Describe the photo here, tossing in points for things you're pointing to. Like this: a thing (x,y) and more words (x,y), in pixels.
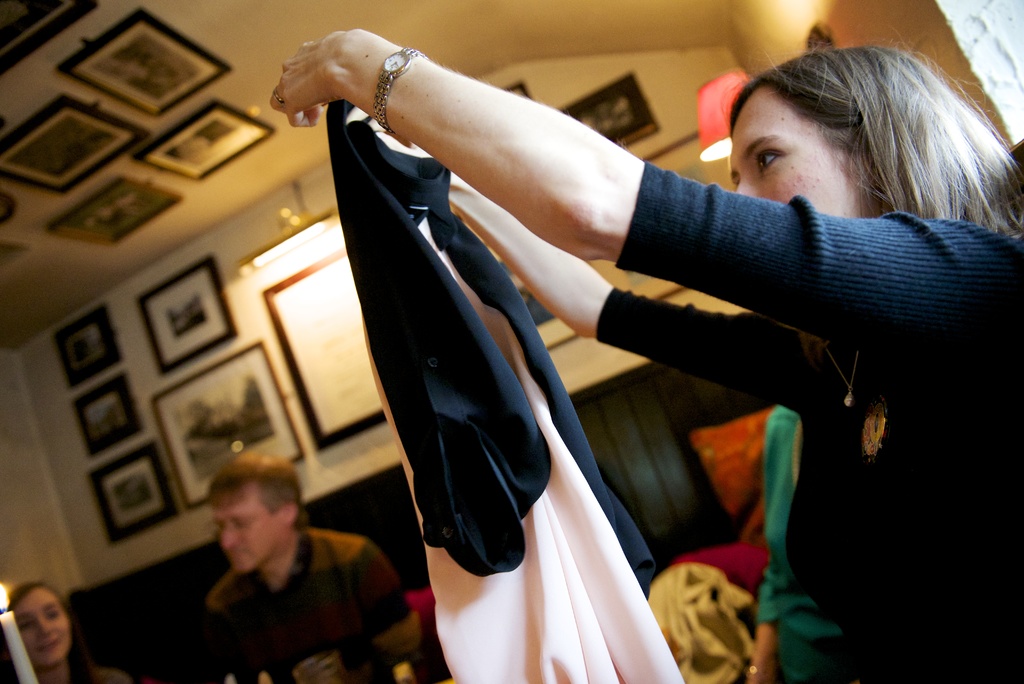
In this image we can see persons (277,526) sitting in a room (767,433), a woman (800,317) holding a dress (498,412), there is a candle (22,681) on the left side of the image (14,649), in the background (144,377) there is a wall (143,277) and roof (127,276) with photo frames (134,67) and a lamp (316,229).
